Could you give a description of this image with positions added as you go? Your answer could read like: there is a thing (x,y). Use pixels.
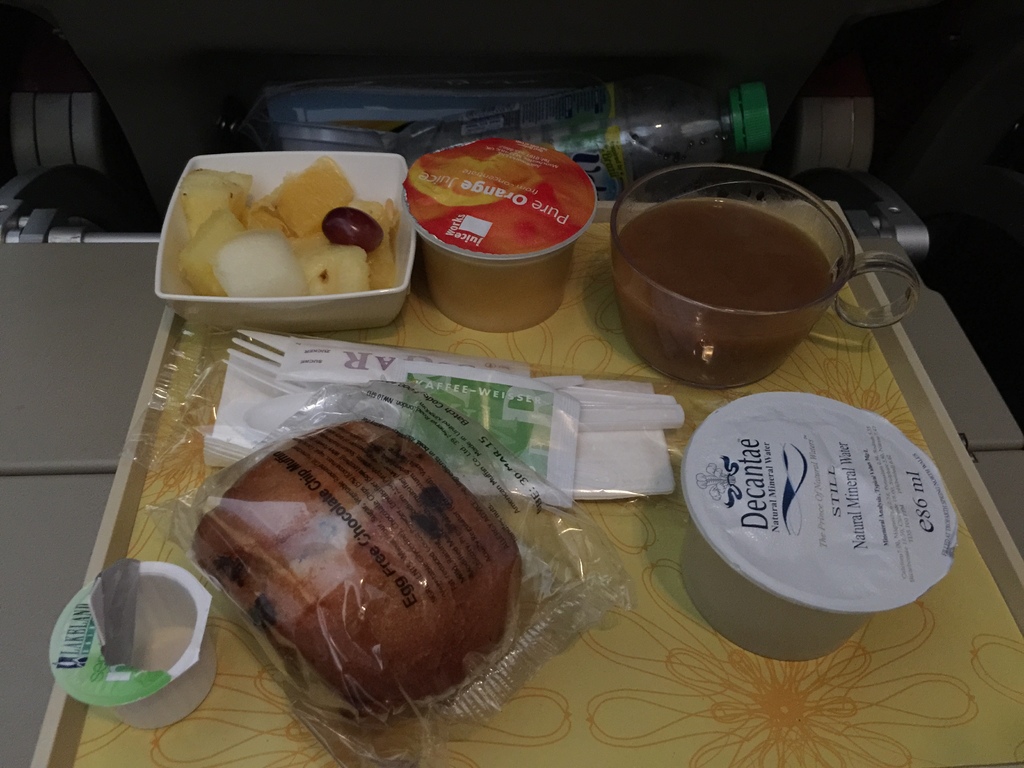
In the picture there are some food items (240,213) placed on a tray (419,319) and behind the tray (403,345) there are some waste items (460,110).
